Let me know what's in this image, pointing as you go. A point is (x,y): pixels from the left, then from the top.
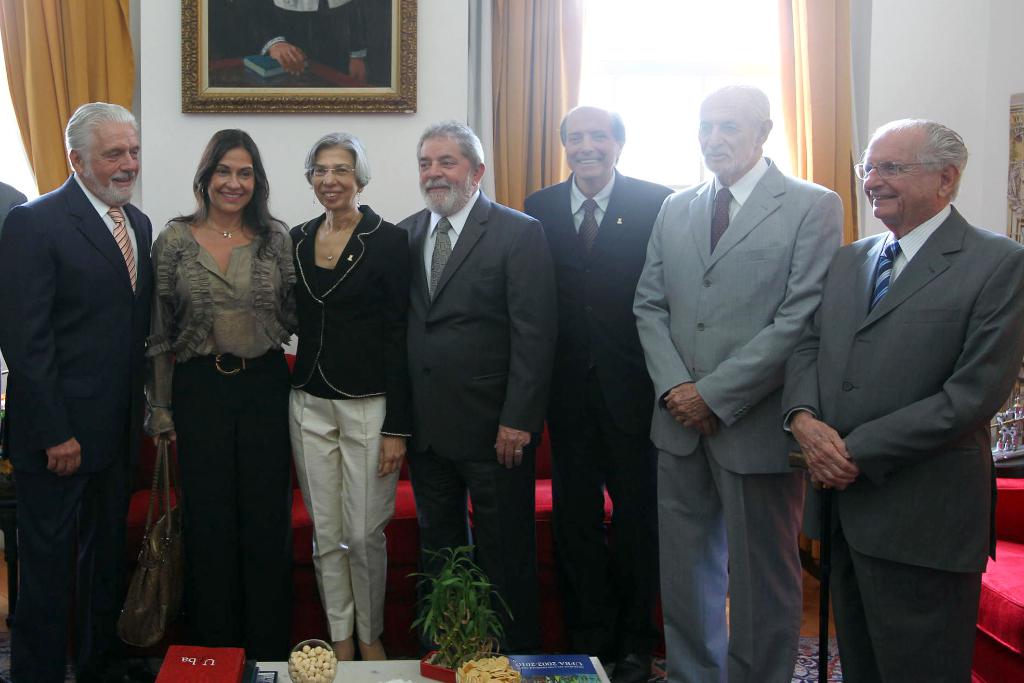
In this image there are some persons (511,386) standing in middle of this image (494,336) and there is a wall (415,145) in the background (399,142) and there are some curtains (103,80) at left side of this image (65,72) and right side of this image (839,106) as well. There is a table (376,676) at bottom of this image (215,676) and there are some objects (184,663) kept on it.
